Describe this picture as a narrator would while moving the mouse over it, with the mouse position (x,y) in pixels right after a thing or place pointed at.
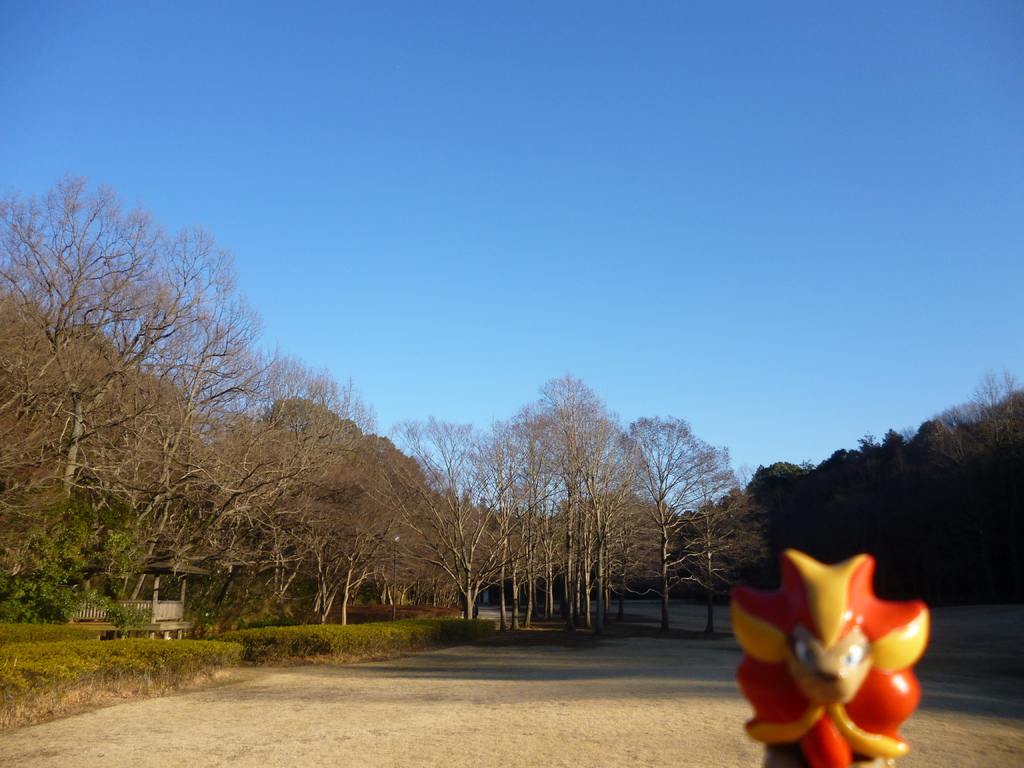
In this image we can see trees (545,521). On the left side of the image (33,639), we can see plants (36,669) and shelter (153,595). At the bottom of the image (430,698), we can see land (504,712) and an object (861,695). There is the sky (409,167) at the top of the image (480,167).
